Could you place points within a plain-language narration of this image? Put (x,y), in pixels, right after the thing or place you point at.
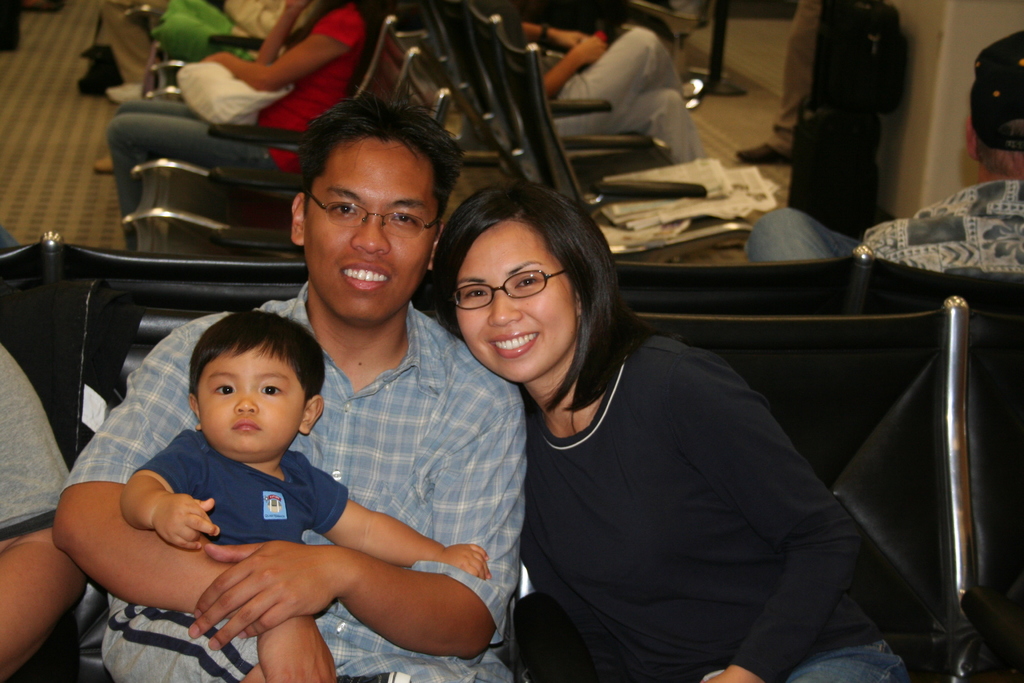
In this image I can see a woman (730,484) wearing black t shirt (659,475), a man (500,474) wearing blue shirt (435,441) and a boy (252,496) wearing blue t shirt (240,497) and grey short (150,624) are sitting on the black colored chairs (851,364). In the background (504,114) I can see few chairs (545,126), few persons (354,14) sitting in them, the brown colored floor (65,109) and few bags (844,159).
